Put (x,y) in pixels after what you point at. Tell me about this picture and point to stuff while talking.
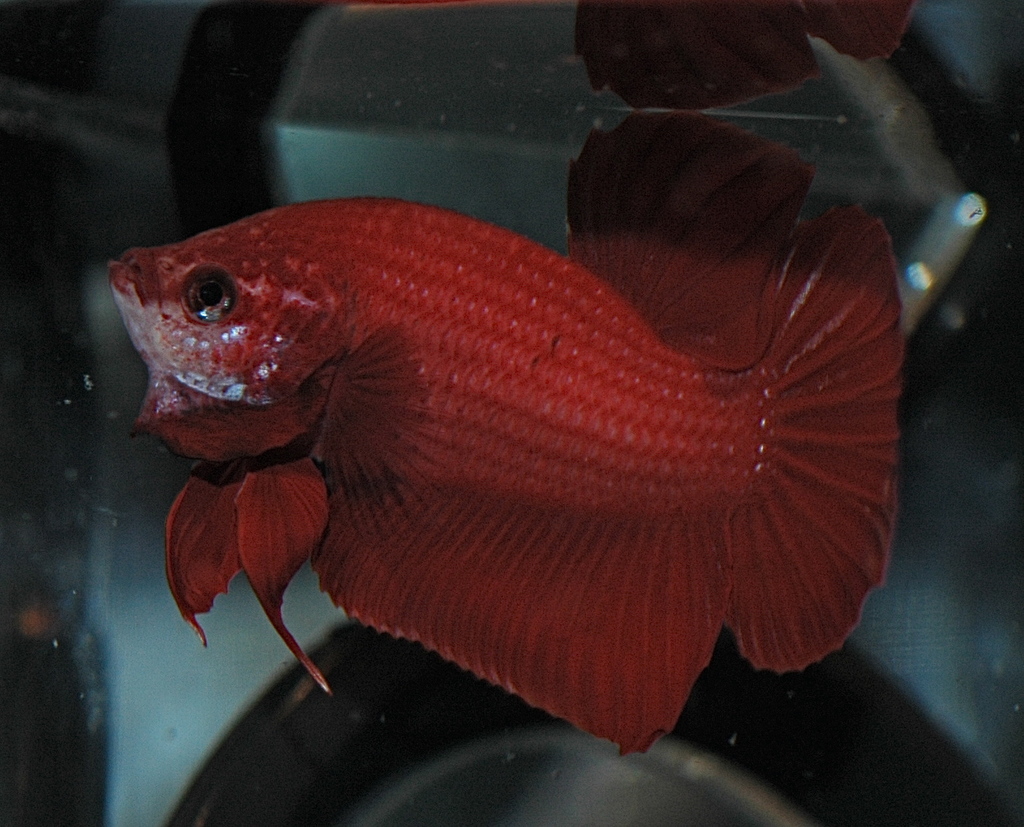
In this image there is a fish (661,250) in the water (554,136).
